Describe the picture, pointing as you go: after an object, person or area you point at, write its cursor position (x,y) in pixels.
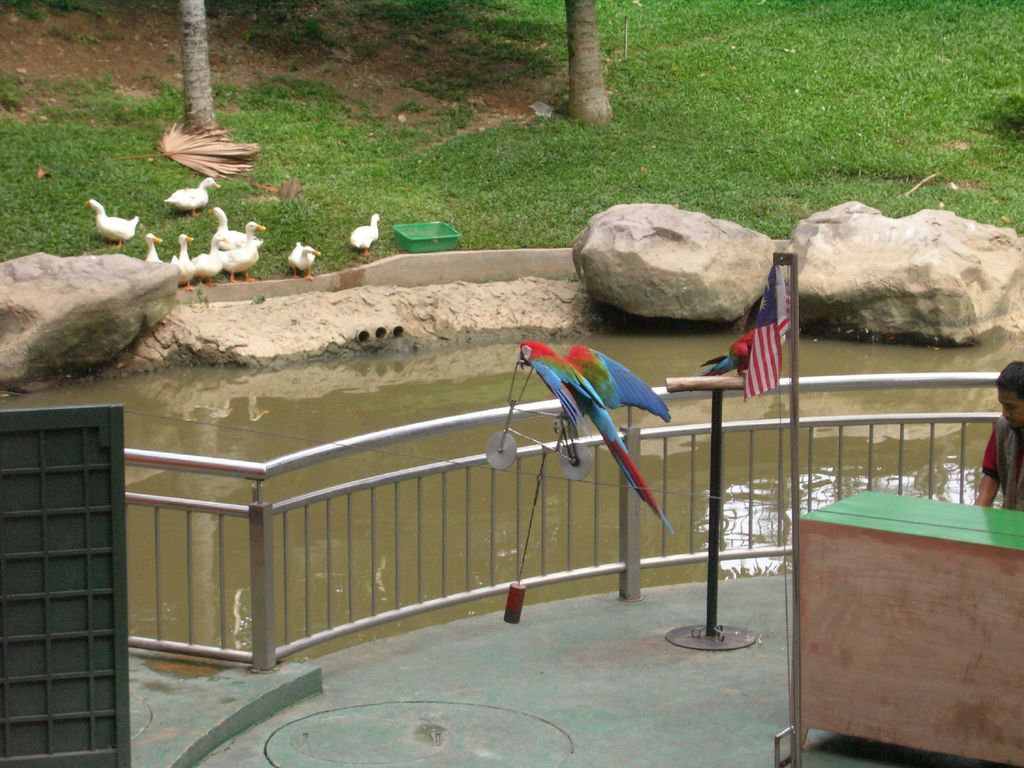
At the bottom of this image (501,692) I can see the floor (352,724), at the corner there is a railing (622,492) near which two birds (559,384) are standing. On the right side (972,630) there is a table (850,586) and a person (1009,434) is standing by holding this table (892,524). On the left side (77,631) I can see a black color door (71,550). In the middle of this image (377,429) there is water (365,387). On the other side of the water (240,398) I can see some rocks (916,230) and few birds (227,240) are standing on the ground (411,215). I can see the green color grass (723,119). On the top of this image (200,51) I can see two tree trunks (591,63).
